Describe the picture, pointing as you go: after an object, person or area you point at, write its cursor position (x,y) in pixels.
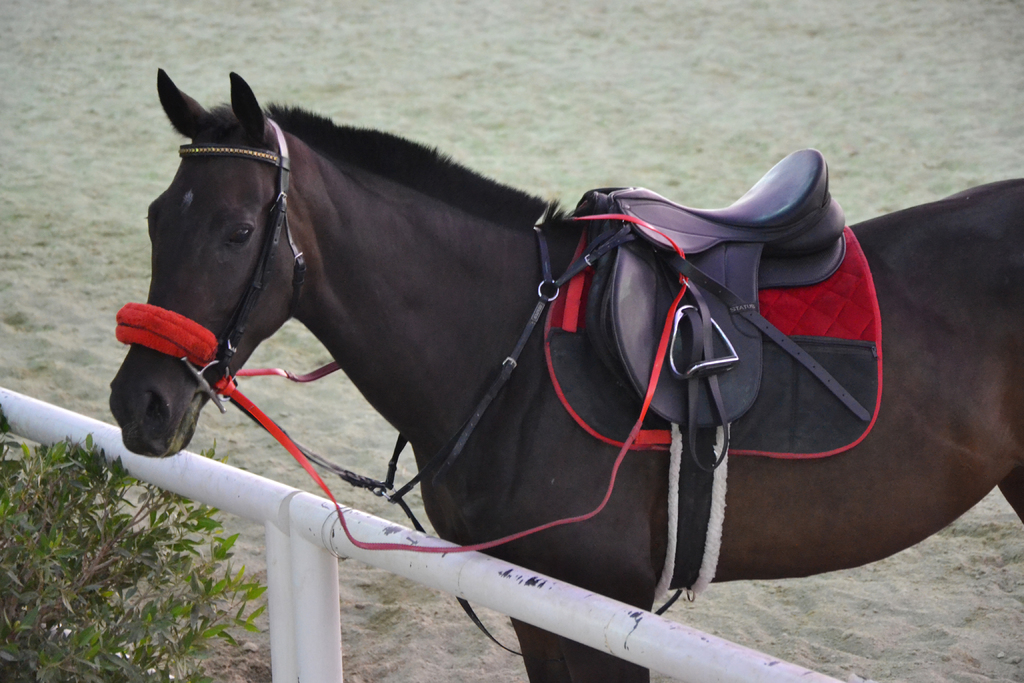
In this picture I can observe brown color horse (455,306) behind the railing (15,426). The railing (361,534) is in white color. On the left side (124,526) I can observe a plant (71,546).
